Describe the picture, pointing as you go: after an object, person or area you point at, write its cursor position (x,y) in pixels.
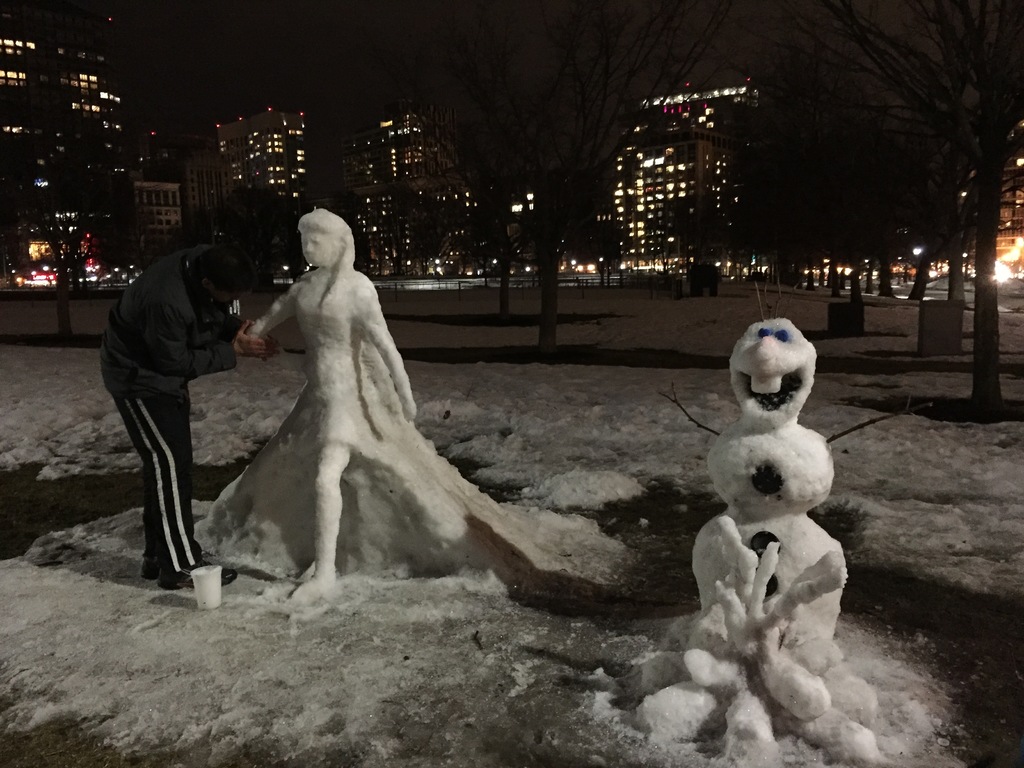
This picture describe about the man (116,395) wearing a black color jacket (132,340) and track (163,501) making a snow statue (298,525) with the hand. Beside you can see another snow statue (748,682). Behind we can see some dry trees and snow (606,380) on the ground (569,356). In the background (722,179) we can see big buildings (456,192).
